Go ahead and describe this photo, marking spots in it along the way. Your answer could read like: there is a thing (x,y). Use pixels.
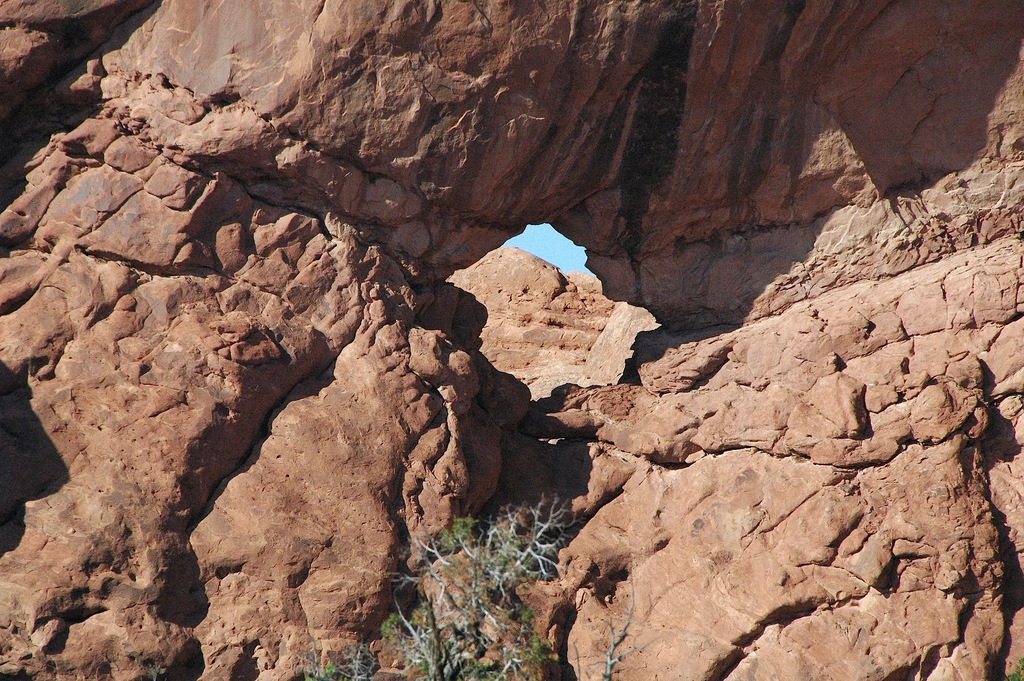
Here we can see rocks (595,490) and in the background (558,369) there are rocks (556,317) and sky (535,228) and at the bottom (461,611) there is a plant (449,581).
